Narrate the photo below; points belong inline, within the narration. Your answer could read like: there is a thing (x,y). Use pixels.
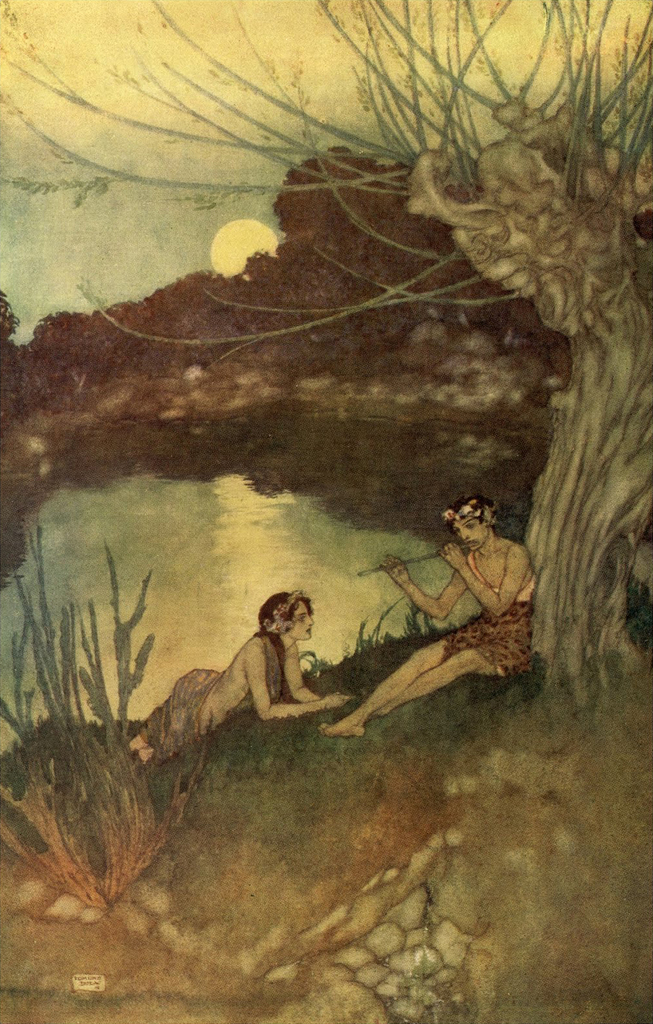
This image consists of a painting (470,746) in which there are two persons (279,705) sitting near the tree (490,229). In the middle (231,558), there is water (169,570). In the background (235,265), there are trees (331,209) along with the sun (232,257) in the sky (234,212).
